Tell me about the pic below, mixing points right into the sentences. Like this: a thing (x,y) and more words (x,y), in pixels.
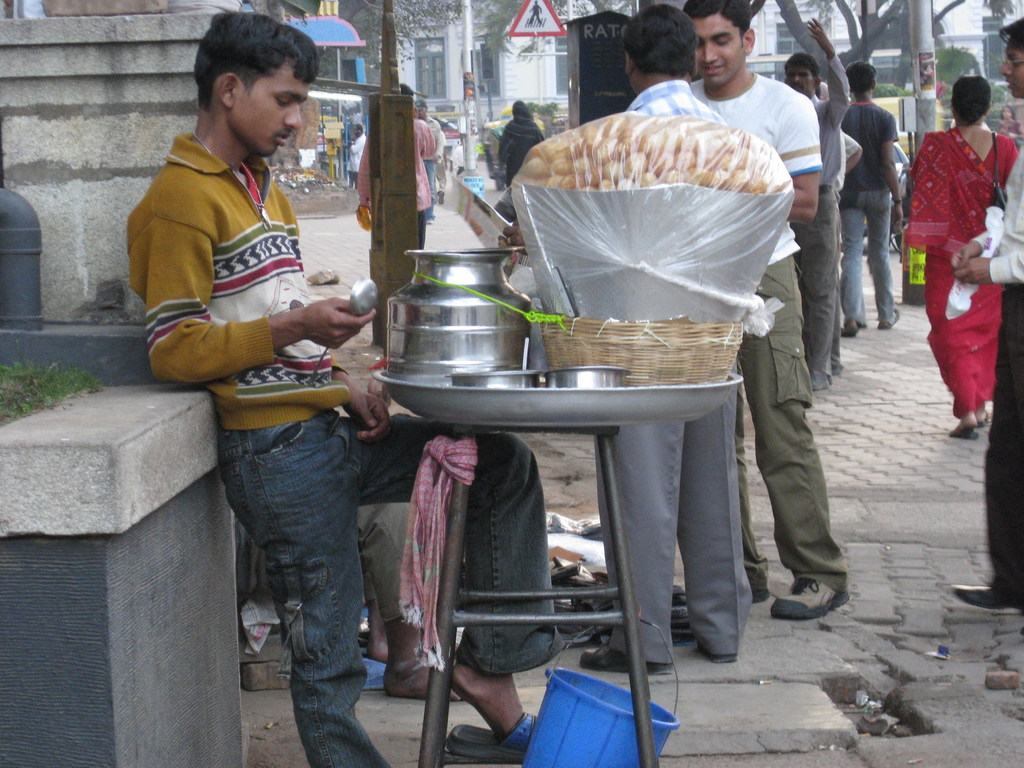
In the foreground of the picture (246,241) there is a person (257,423), in front of him there is a table (496,406), on the table (540,393) there are bowls (562,375), basket (672,356), food items (656,185) and other objects (457,304). At the bottom (556,700) there is a bucket (632,706). In the center of the picture (666,493) there are people (865,136), trees (877,30), boards (573,73) on the footpath (911,399). In the background (762,19) there are buildings (453,110), trees (422,10), people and many other objects (468,112). On the left (64,350) there is wall (101,291).
